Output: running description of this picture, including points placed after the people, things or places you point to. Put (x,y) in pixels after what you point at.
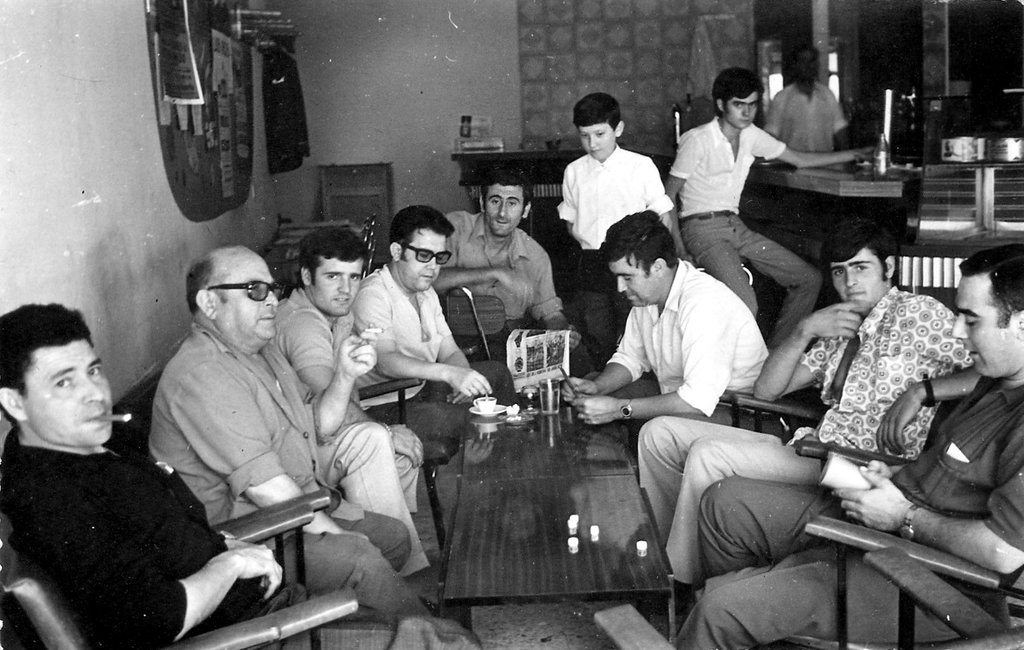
There are few people (998,537) here sitting on the chair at the table (517,485). On the table (519,456) there are glasses (534,403) and a cup (486,404). On the right (807,114) a person (802,102) is standing. In the background (97,223) there is a wall (127,212) and posters (180,62) on it.
